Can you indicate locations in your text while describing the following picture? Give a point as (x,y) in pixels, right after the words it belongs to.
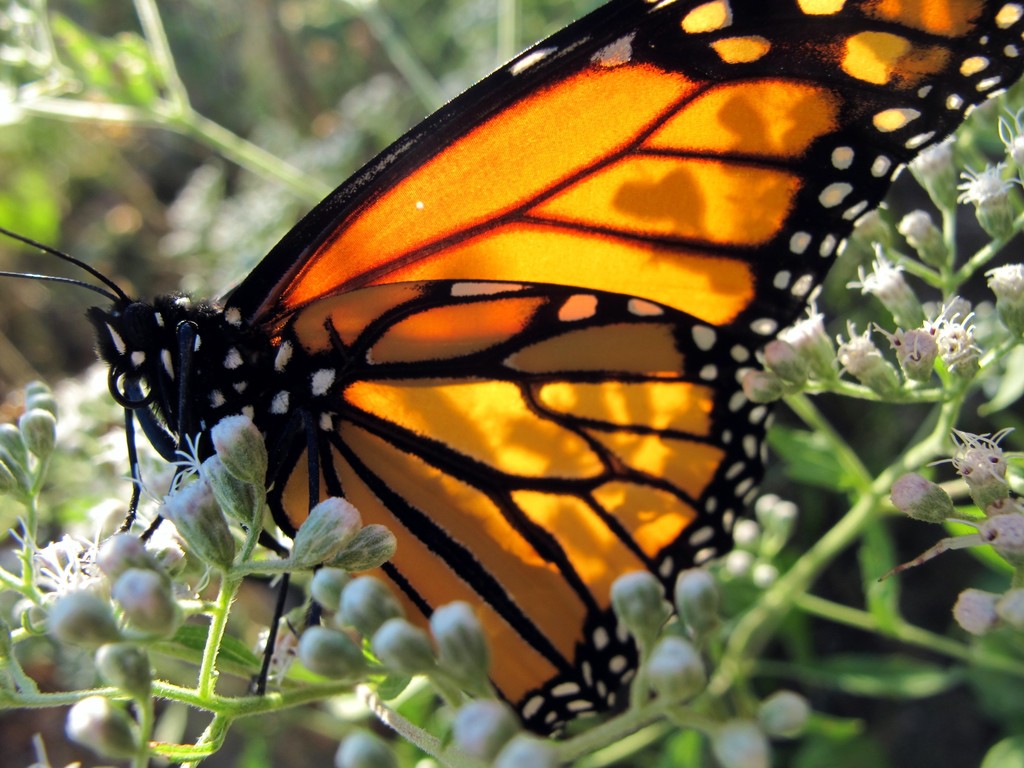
In this image in the center (394,330) there is a butterfly (451,307) on flowers (200,493), and there is a blurry background (85,163).
